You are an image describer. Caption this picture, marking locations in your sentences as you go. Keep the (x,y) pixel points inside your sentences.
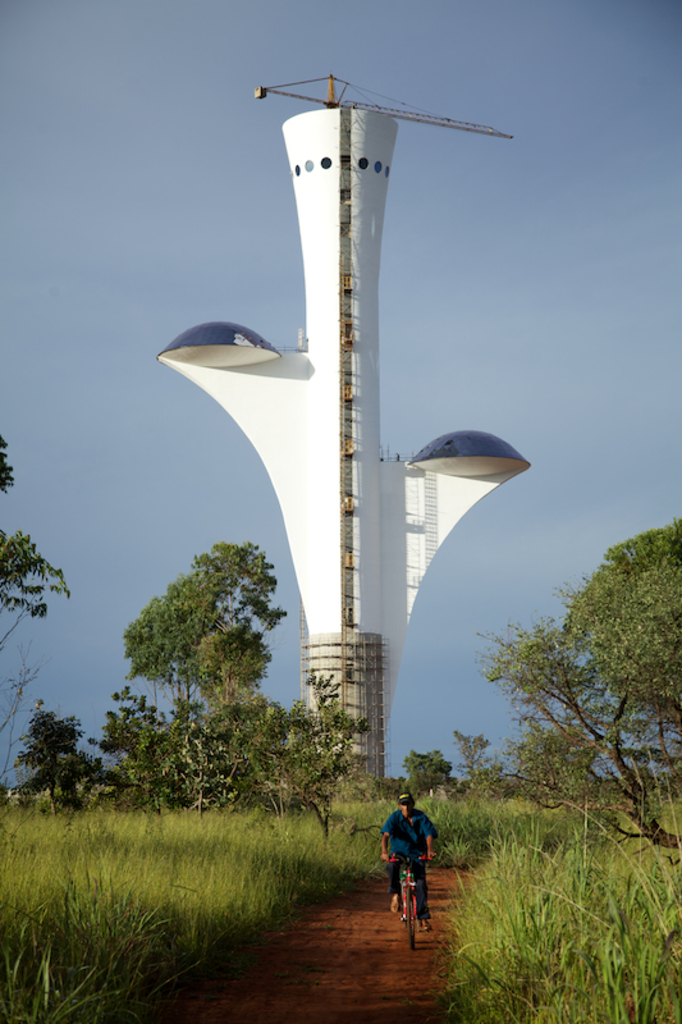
In this image I can see a man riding on bicycle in the middle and there is grass (265,881) and trees (301,743) at the top (269,314) I can see sky (278,344).
